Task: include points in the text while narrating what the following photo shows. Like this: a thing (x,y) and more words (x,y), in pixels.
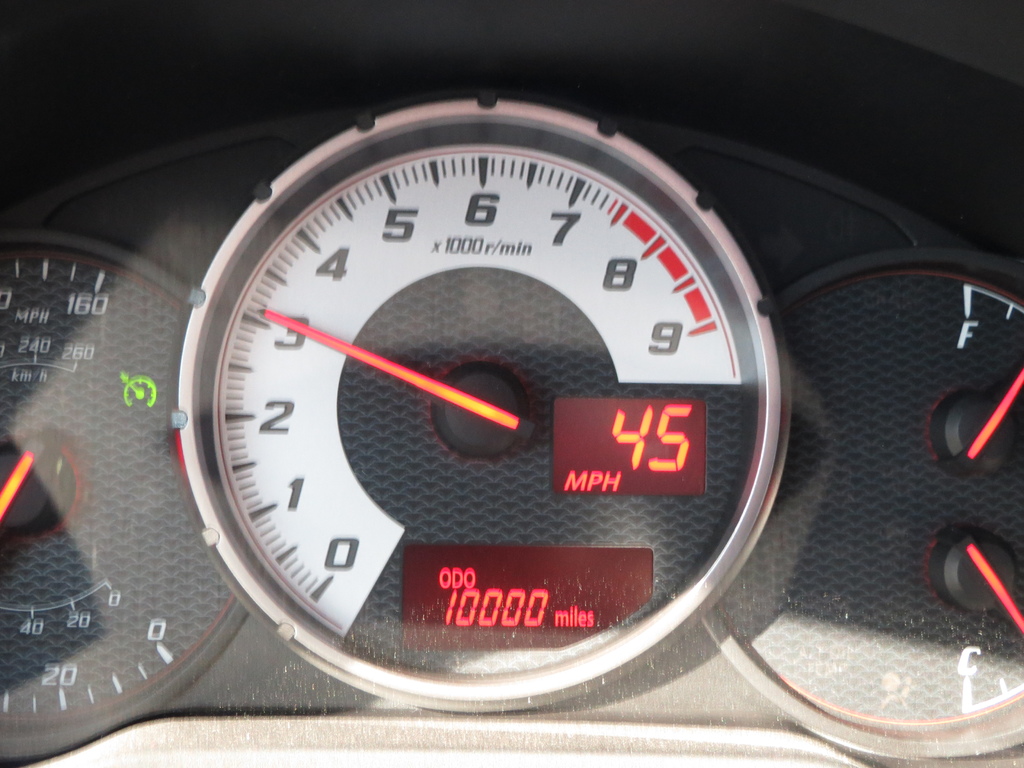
In this picture I can see odometer (425,641) of a vehicle (497,476).
